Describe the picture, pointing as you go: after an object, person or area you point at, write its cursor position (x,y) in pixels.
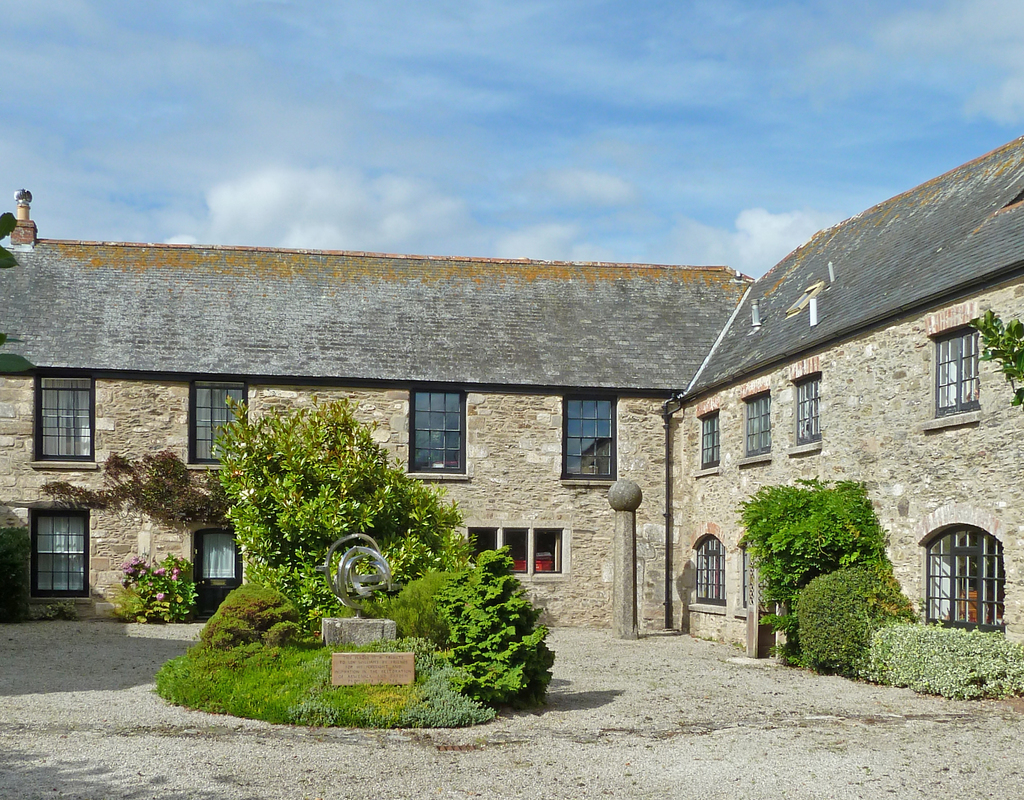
In this image, we can see two houses (964,607) with glass windows (588,477). At the bottom (728,711), there is a ground (445,770), few plants (900,610), trees (334,553), some statue (381,620) we can see here. Background (625,565) we can see a pillar (628,521), wall (612,538) and pole (667,499). Top of the image (664,165), there is a cloudy sky (409,128).
